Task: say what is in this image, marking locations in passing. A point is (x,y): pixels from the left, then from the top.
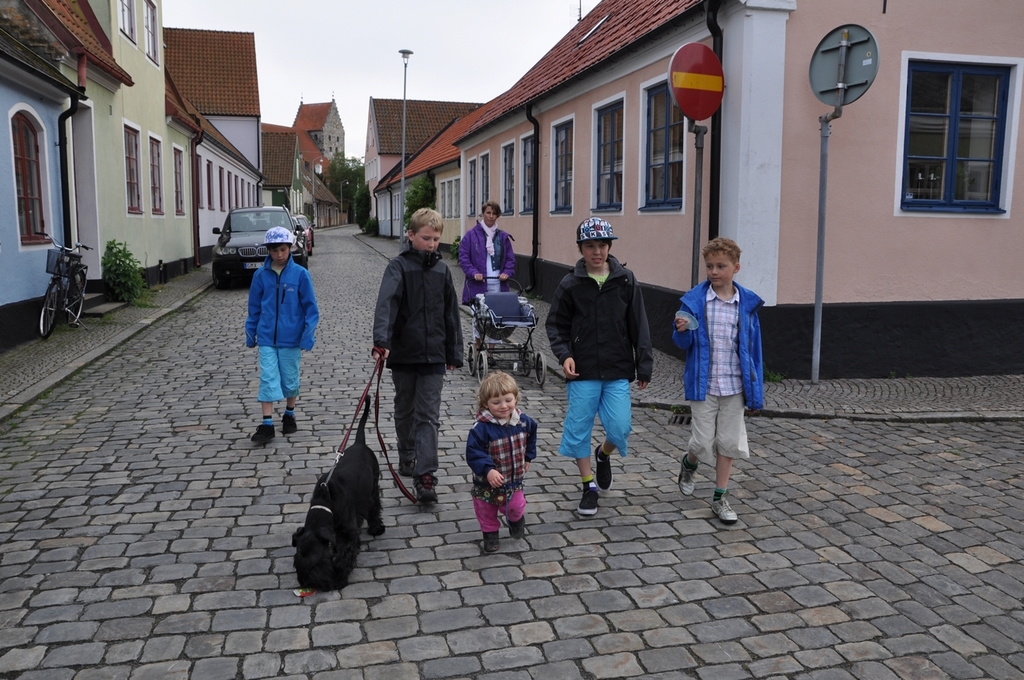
In this image I can see group of people (407,305) walking. In front (419,310) the person (430,301) is wearing black color dress (406,329) and holding the dog belt (336,451) and the dog (325,513) is in black color. Background (292,127) I can see few vehicles (252,240), buildings (222,208) in white, brown and cream color and I can also see the light pole (405,86), few trees (347,200) in green color and the sky (341,28) is in white color.
